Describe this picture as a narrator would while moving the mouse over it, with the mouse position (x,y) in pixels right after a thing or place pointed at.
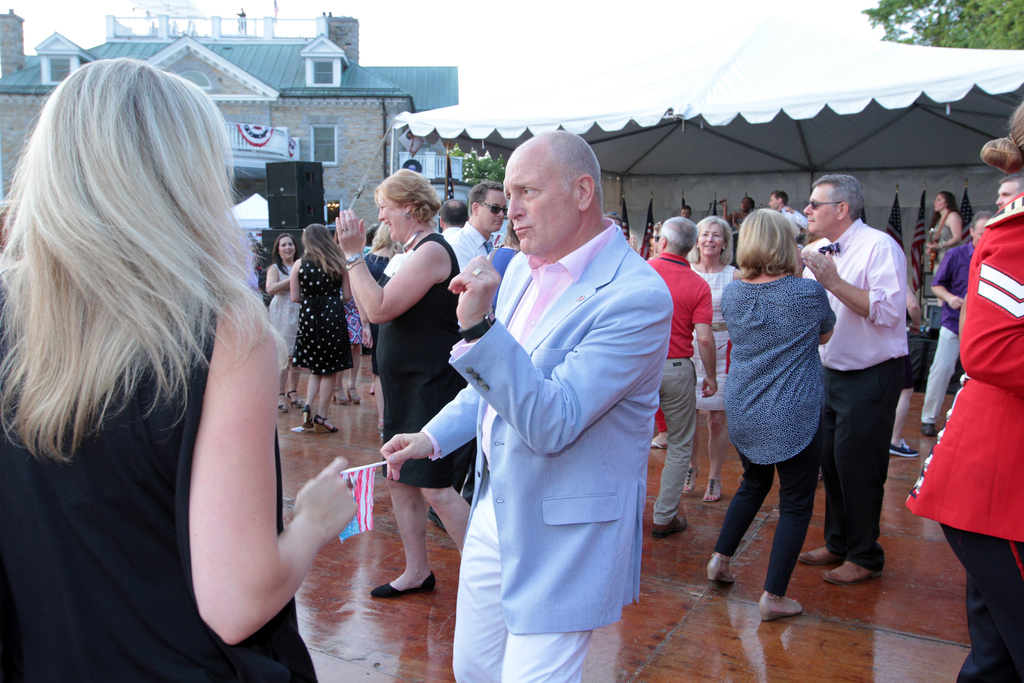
In this image in the foreground (469,404) there are many people (588,380) performing a dance, in the foreground (578,498) there is a person (403,454) holding a flag (358,504), there are few people (999,195) visible under the tent (948,168) on the right side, there are few flags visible under it, at the top (570,13) there is the sky (399,13), tree (963,2), in the top left (5,140) there is the building (8,153).
